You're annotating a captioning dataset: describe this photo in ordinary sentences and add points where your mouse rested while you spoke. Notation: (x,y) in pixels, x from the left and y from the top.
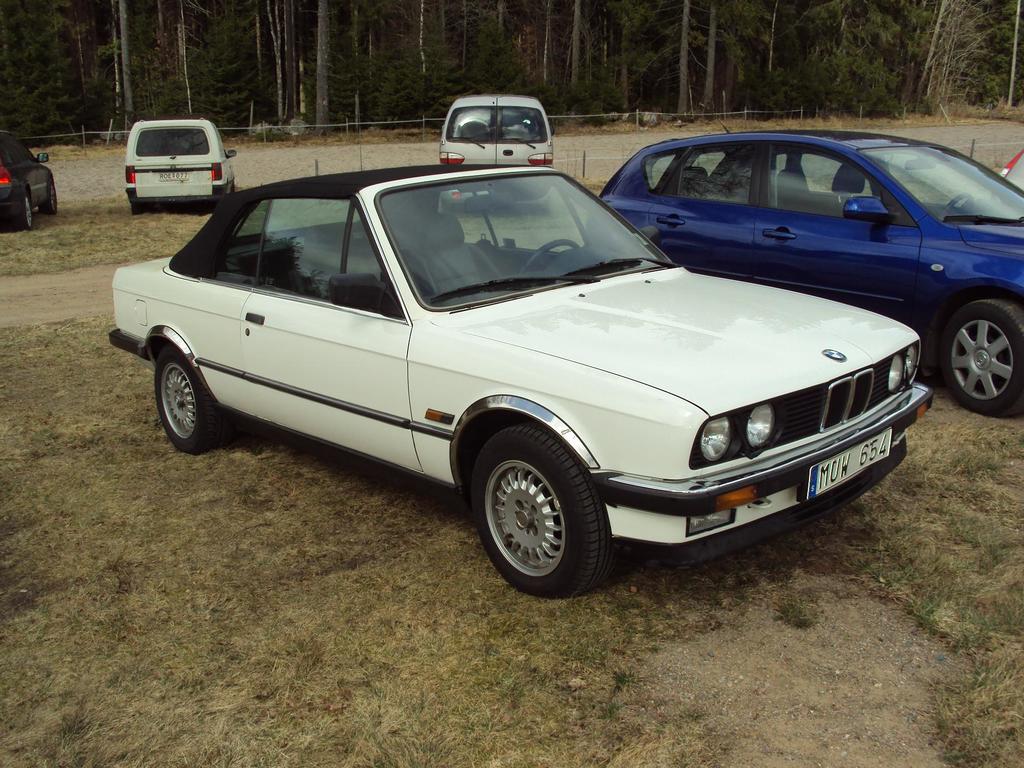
In this picture I can observe some vehicles (360,209) on the ground (112,452). There are blue and white color cars (512,299) on the ground (877,489). I can observe a road (356,160). In the background (209,84) there are trees (378,45).
